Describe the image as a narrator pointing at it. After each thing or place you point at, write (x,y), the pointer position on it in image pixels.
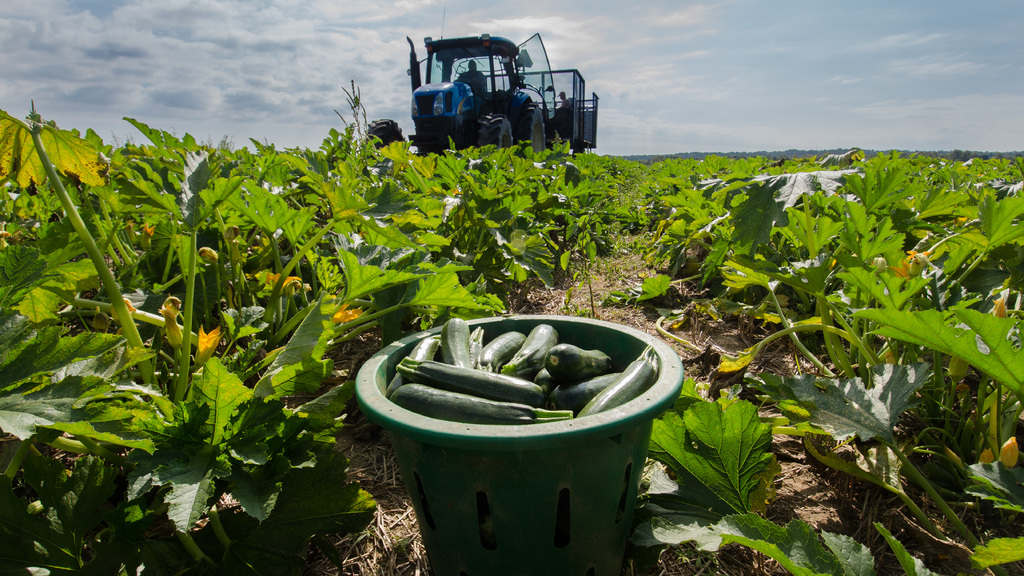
In this picture we can see there are two people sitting in a vehicle (453,94) and in front of the vehicle (455,116) there are plants (406,276) and some vegetables (476,401) in an object (488,424). Behind the vehicle (489,85) there is the sky (866,76).
